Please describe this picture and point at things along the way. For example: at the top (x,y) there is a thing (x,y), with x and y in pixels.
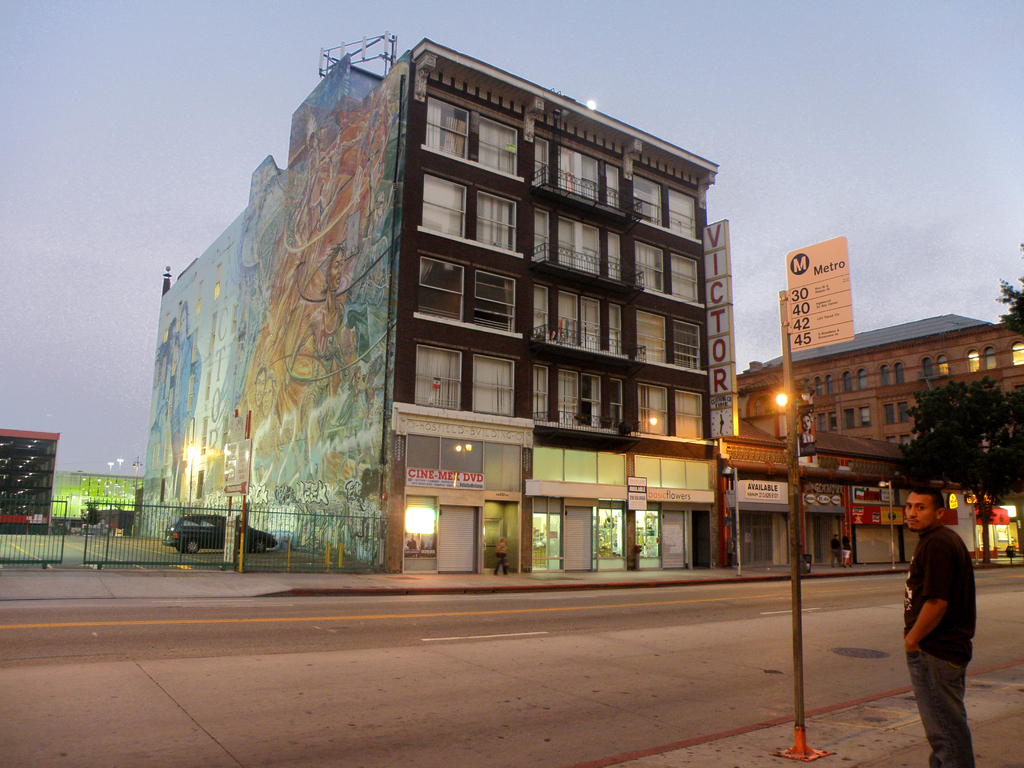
In this image I can see the person (953,631) standing. In the background (16,399) I can see few poles (796,630), the railing (323,551), few vehicles (218,526), buildings (353,501) in brown and cream color and I can see few stalls (782,534) and the sky (690,77) is in blue color.
